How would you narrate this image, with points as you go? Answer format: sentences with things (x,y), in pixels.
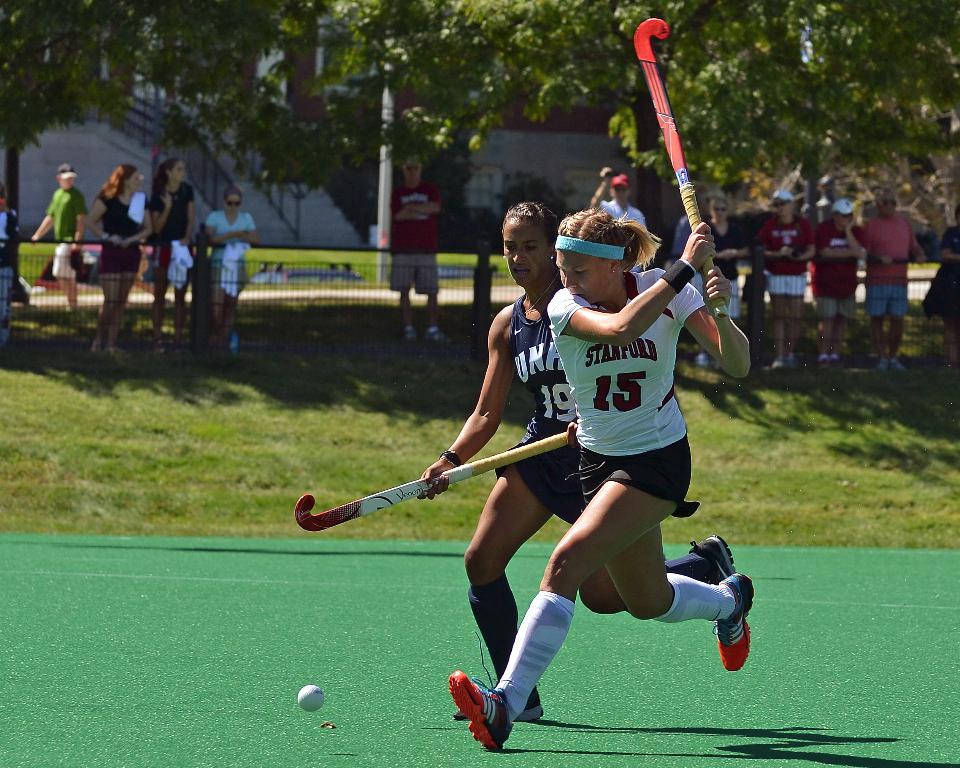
In this image we can see two women (629,529) are running on the ground (413,764) and holding hockey bats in their hands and there is a ball (309,693) in front of them. In the background (2,215) we can see few persons (121,305) are standing at the fence (300,325), grass (284,388) on the ground (284,388), trees (535,59), plants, objects (137,201), buildings (585,182) and railings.
